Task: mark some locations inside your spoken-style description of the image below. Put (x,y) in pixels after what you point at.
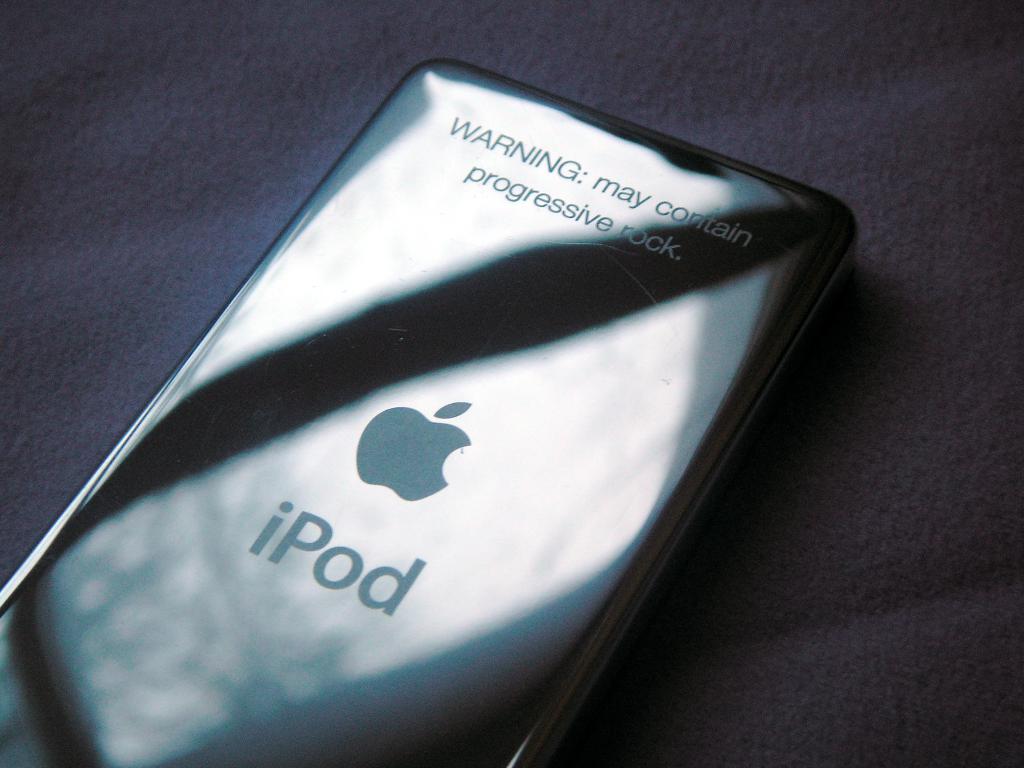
In this image we can see an ipod (365,648) placed on the surface (680,110).
